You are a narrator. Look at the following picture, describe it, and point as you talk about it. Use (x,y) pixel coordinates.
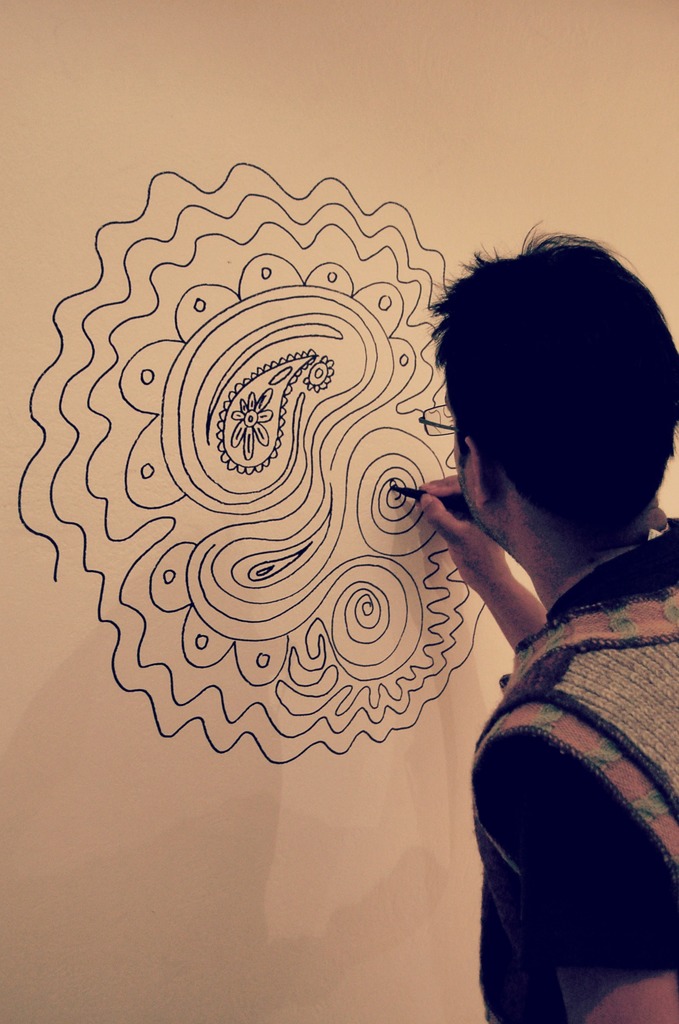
In this image I can see a person (570,678) drawing on a wall (264,589). He is wearing spectacles (445,408).
